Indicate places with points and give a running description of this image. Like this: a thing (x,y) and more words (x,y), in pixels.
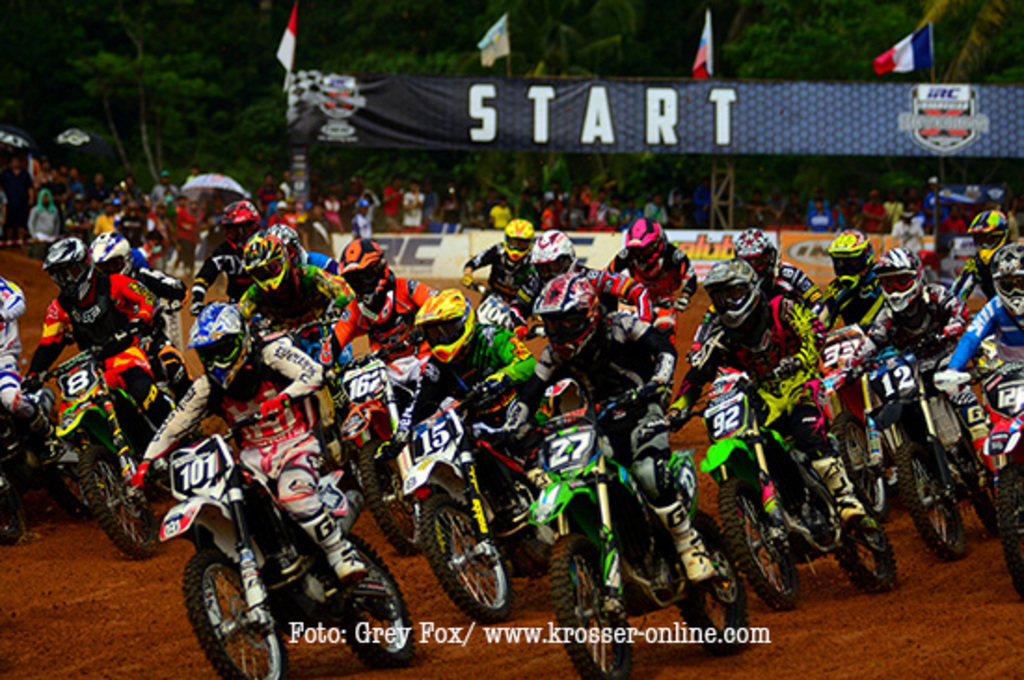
In this image, we can see a group of people (775,389) wearing helmets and riding bikes (430,526). There are some persons (466,197) in front of trees (230,73). There is a banner (582,111) and flags (910,66) at the top of the image (294,52).
